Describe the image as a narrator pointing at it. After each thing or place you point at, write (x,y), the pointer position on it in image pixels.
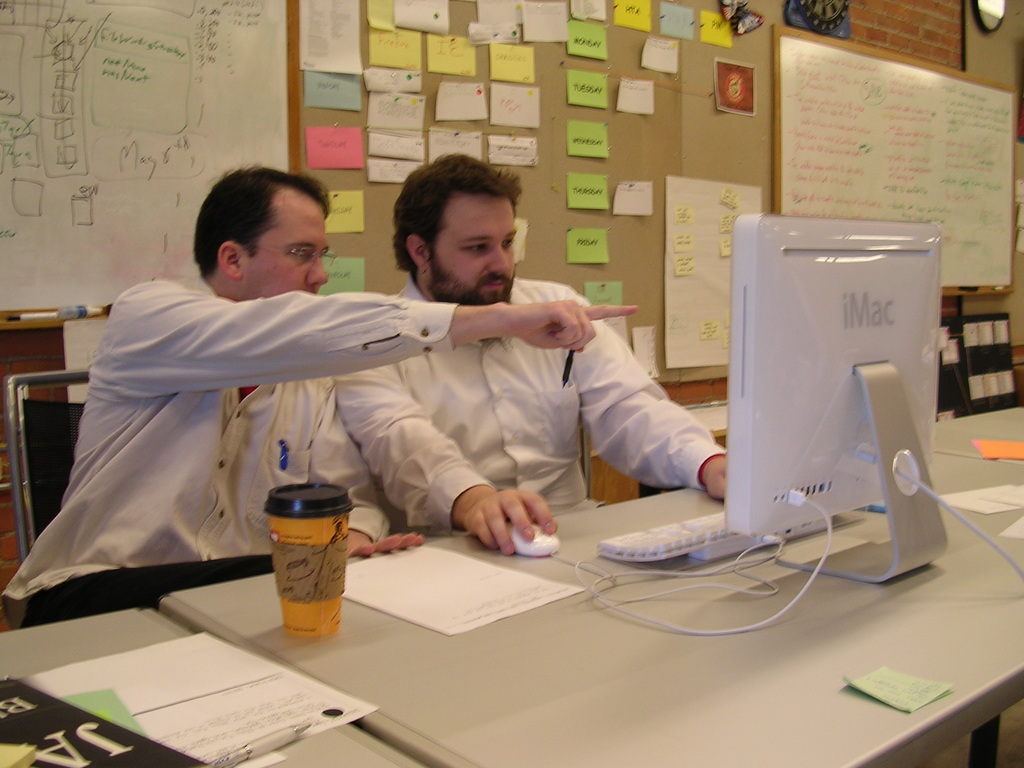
In this image we can see few people (712,471) sitting on the chairs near the table (568,647). There is a computer (813,470) on the table (421,650). There are few objects (332,707) on the table (810,647). There are few boards (892,146) and objects (517,63) on the wall (485,71) in the image.
